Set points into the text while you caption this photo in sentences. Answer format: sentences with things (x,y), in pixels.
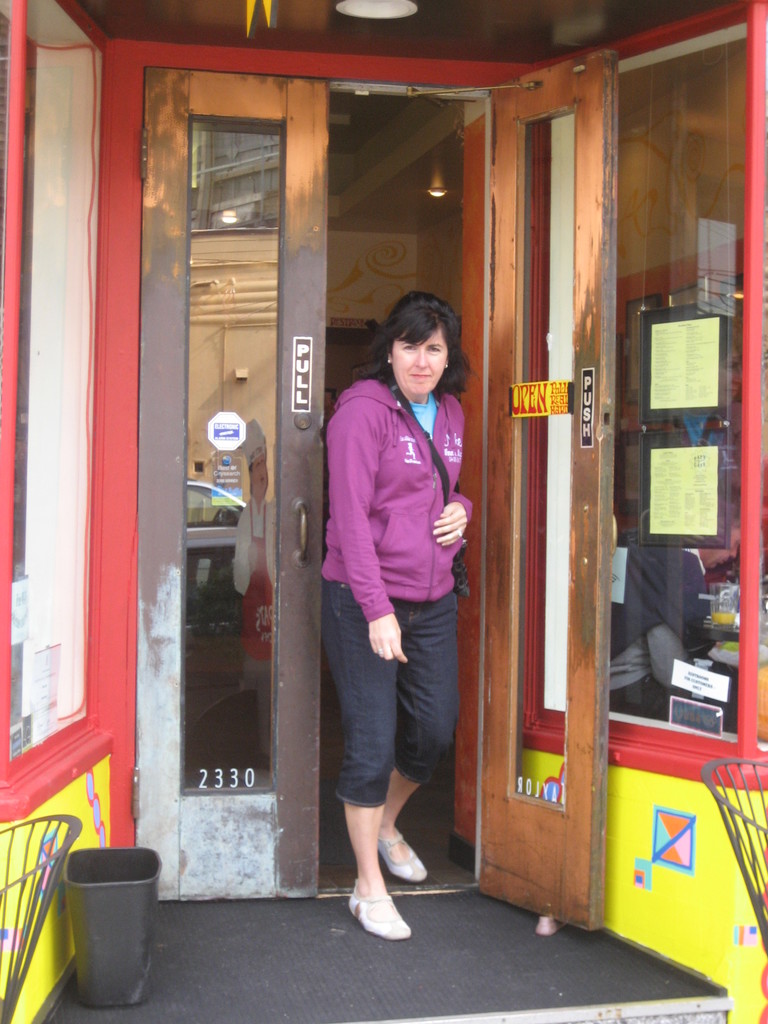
In this image we can see a woman (387,622) is standing on the floor (346,983) at the doors (276,541) and she is carrying a bag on her shoulder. There are posters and papers (704,381) attached on the glass doors (571,892) and there is a mat (399,1002) on the floor (440,937). In the background (377,209) we can see a light (397,3) on the ceiling (381,160) and other objects (336,389). On the left side (140,886) we can see a dustbin (142,884) on the floor (215,913) and there is an object (741,795) on the right side (765,795).
